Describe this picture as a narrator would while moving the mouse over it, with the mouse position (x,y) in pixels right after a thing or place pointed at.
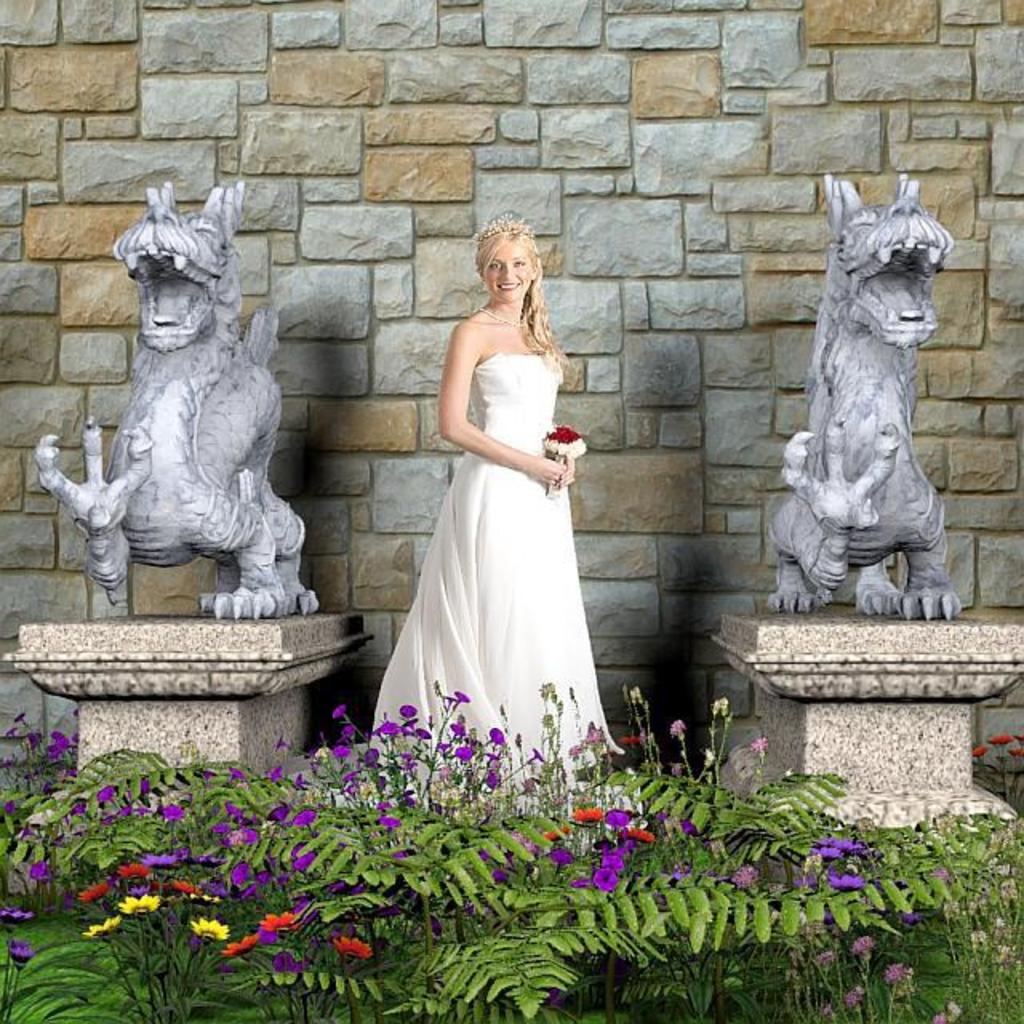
In the center of the image (514,589) there is a person (531,362) wearing a smile on her face (510,284) and she is holding the flowers (563,453). Beside her there are statues (791,463). Behind her there is a wall (568,113). In front of her there are plants (575,897) and flowers (91,892).
